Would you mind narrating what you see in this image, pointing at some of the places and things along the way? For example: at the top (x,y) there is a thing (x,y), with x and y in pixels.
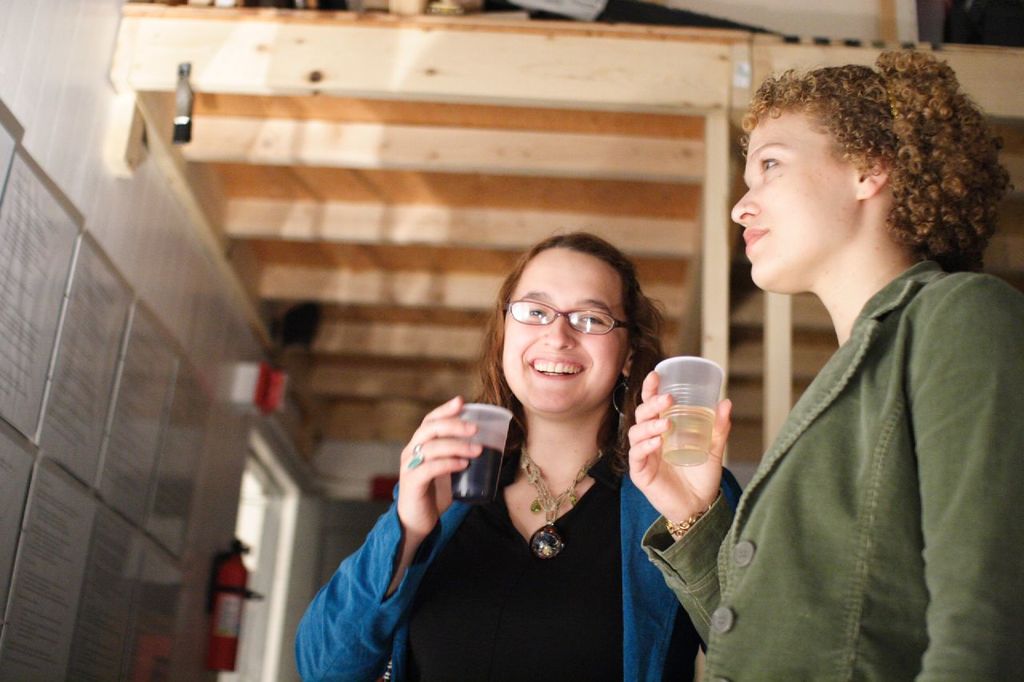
This is the picture of a room (623,181). On the right side of the image (963,128) there is a woman (927,249) standing and holding the glass (686,365) and there is a woman (599,422) standing and smiling and she is holding the glass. On the left side of the image (4,249) there is a board (51,559) and there is a fire extinguisher (219,622) on the wall (48,542).
